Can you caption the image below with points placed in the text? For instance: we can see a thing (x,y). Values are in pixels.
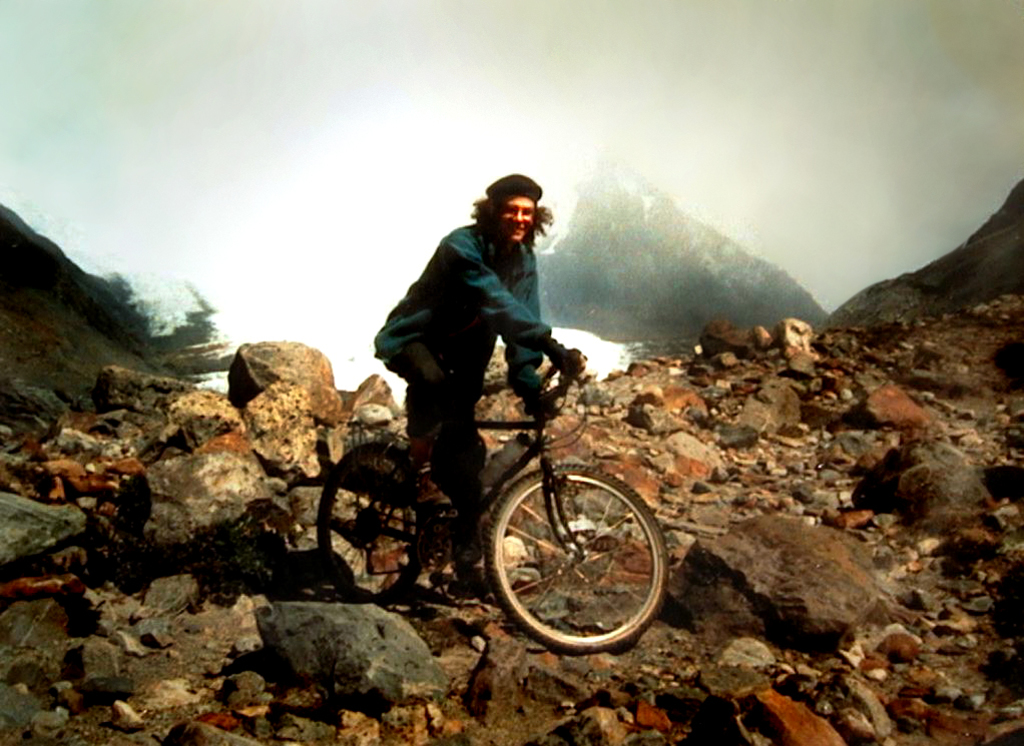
In the picture we can find one man (484,216) on the bicycle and he is smiling and he is wearing a cap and gloves (552,346). In the background (386,302) we can find a sky (374,296). Beside we can find some rocks (16,536), stones (277,404) and a hill (678,296).
